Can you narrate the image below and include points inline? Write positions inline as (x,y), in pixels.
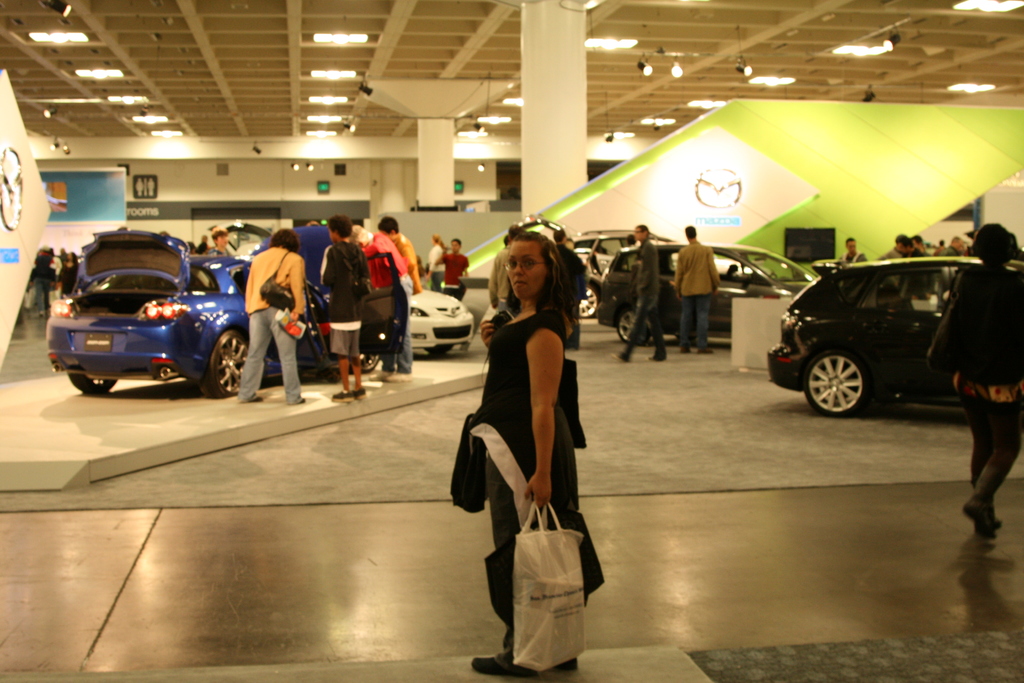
In the picture we can see a show room (929,414) for cars (112,352) with some people (977,411) standing and looking at them and we can see one woman (512,656) standing, holding a bag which is white in color and she is in a black dress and in the background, we can see a wall (1018,150) with a symbol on it and some pillars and to the ceiling (70,67) we can see the lights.
